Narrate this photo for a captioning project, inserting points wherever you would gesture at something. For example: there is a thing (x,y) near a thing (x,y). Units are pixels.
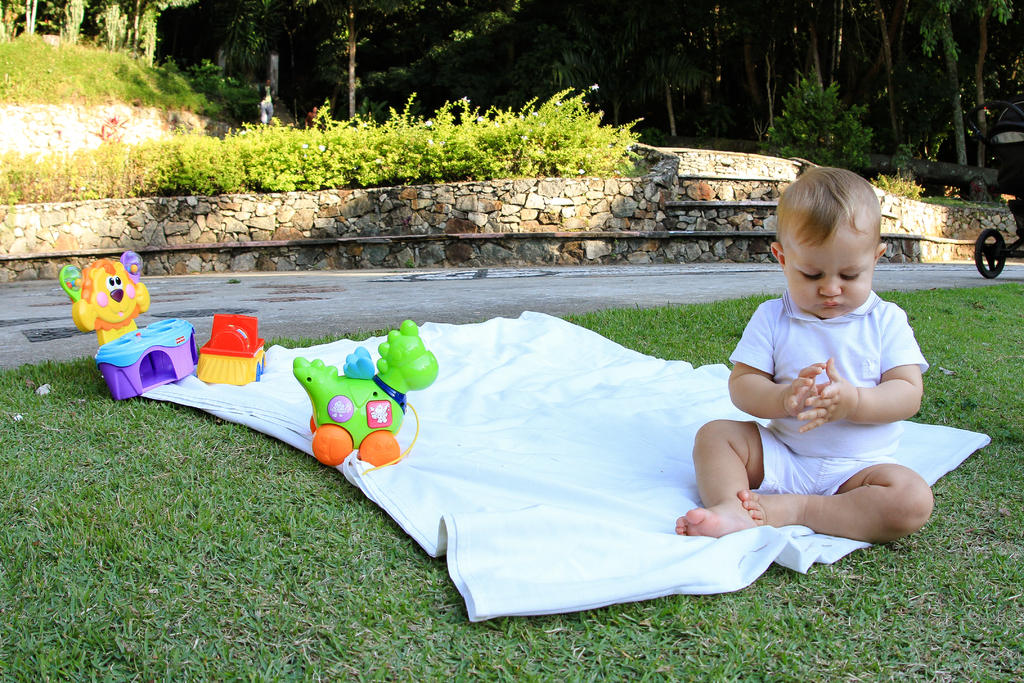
In this image at the bottom (218,575) there is grass (210,563) and on the right side (810,395) there is one baby (862,374) who is sitting, and on the left side (125,354) there are some toys (141,360) and one blanket (501,384). In the background (333,144) there are some plants (206,155) and a wall (271,203) and some trees (760,142).
